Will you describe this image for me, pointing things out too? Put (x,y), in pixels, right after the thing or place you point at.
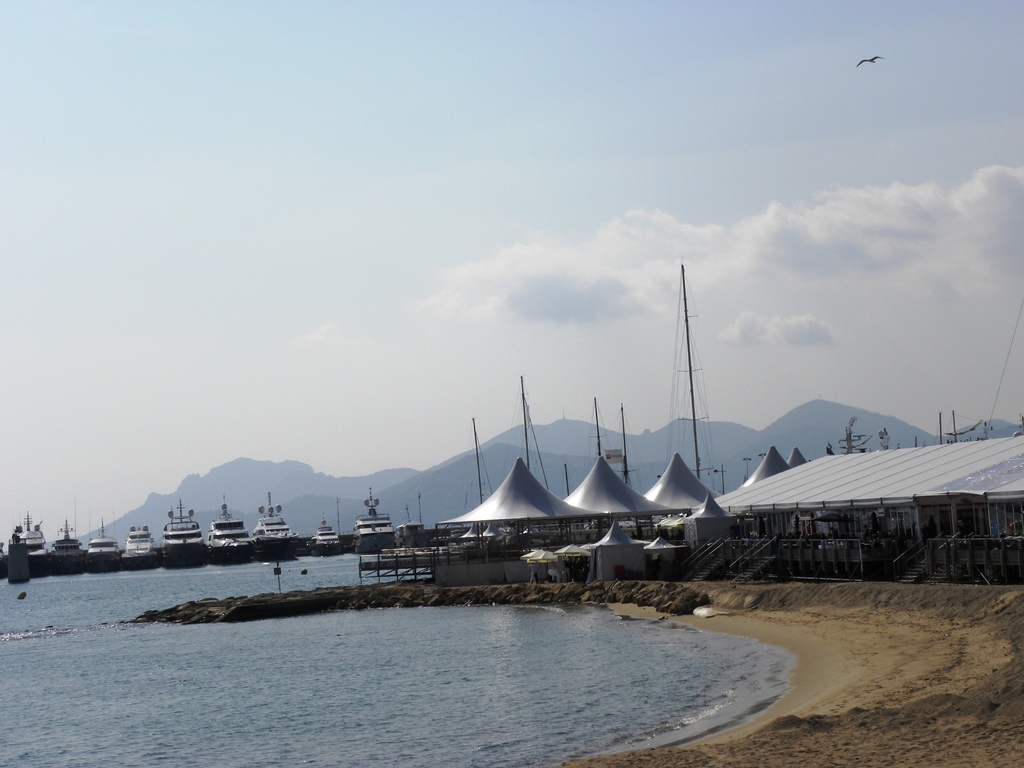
This picture shows few boats (35,558) in the water (129,767) and we see a house (759,492) and few poles (689,389) and a cloudy sky (835,308) and we see a bird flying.
